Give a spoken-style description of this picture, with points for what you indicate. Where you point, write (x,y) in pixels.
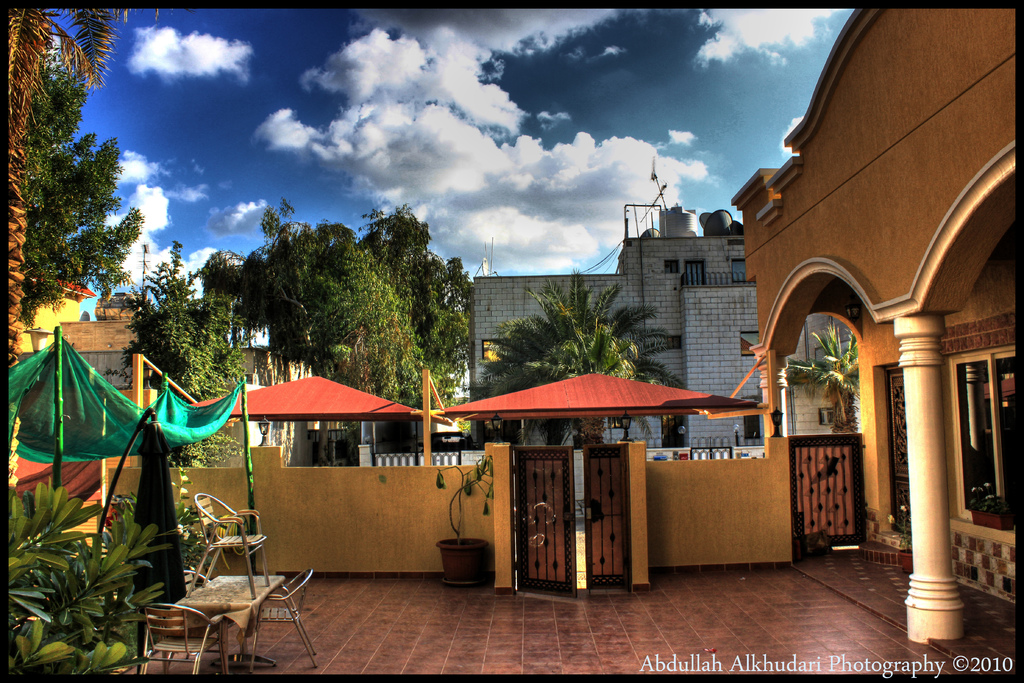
In this image there are chairs (185,622) and a table (228,609) on the floor (913,650). Left bottom there are plants (57,567). There is a gate (614,520) attached to the wall (431,563). Beside there is a pot (469,550) having a plant (487,482). Behind the wall (409,482) there are roofs (453,418) attached to the pillars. Background (229,446) there are buildings (982,336) and trees (430,299). Top of the image (443,142) there is sky (445,123) having some clouds (445,123). Right bottom there is some text (828,657).
